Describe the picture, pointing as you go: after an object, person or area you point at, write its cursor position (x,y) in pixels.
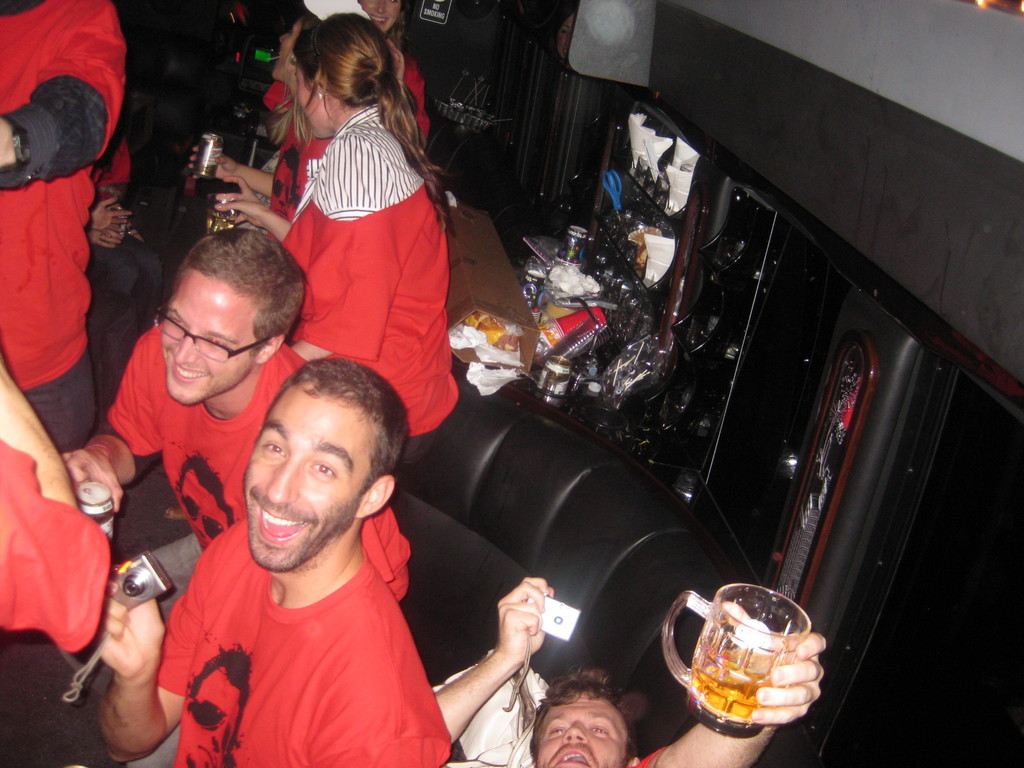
In this picture we can see some people (416,401) are sitting on a couch (474,398) and some of them are standing and some of them are holding tins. At the bottom of the image (397,749) we can see a man (214,577) is holding a camera (117,588) and another man (536,730) is lying and holding a glass (787,639) and the object (544,626). In the background of the image (949,164) we can see the wall (957,187), cupboard (759,404), papers (501,360), bag (565,295) and some other objects (587,261).
